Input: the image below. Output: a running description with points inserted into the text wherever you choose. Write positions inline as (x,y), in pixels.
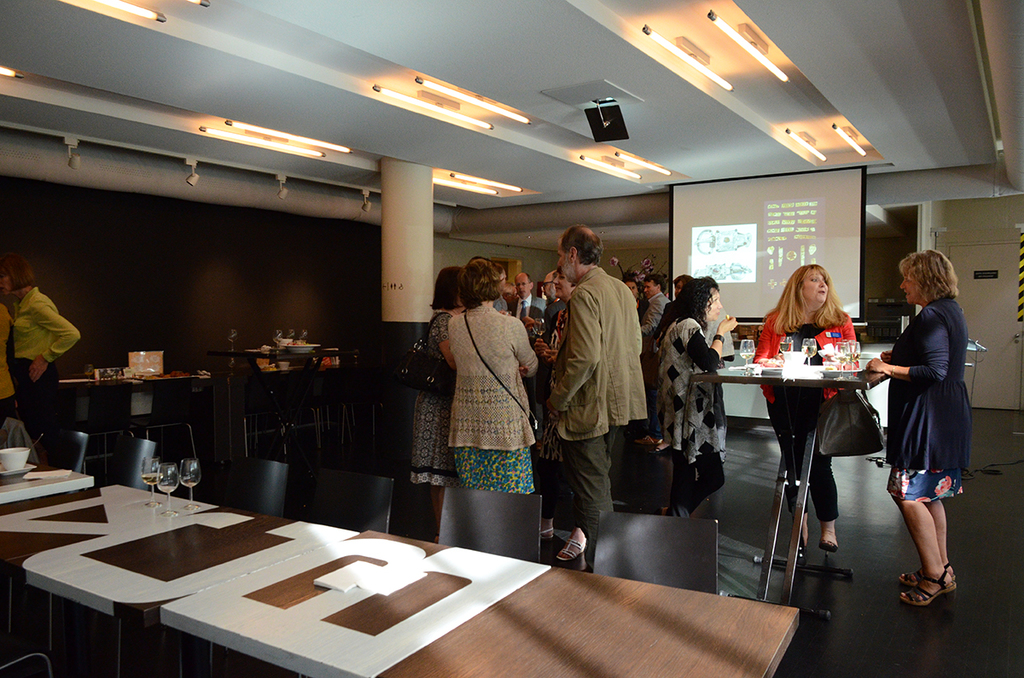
In the center of the image (631,358) we can see a few people (561,383) are standing and few people (576,300) are holding some objects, In the bottom left side of the image (223,612), we can see one table (415,619). On the table (334,621), we can see one bowl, one plate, one white color object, tissue papers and wine glasses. In the background (1017,229) there is a wall (448,257), pillar (398,236), screen (764,273), one door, chairs (624,521), tables (357,349), lights (696,69) etc. On the tables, we can see wine glasses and a few other objects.
